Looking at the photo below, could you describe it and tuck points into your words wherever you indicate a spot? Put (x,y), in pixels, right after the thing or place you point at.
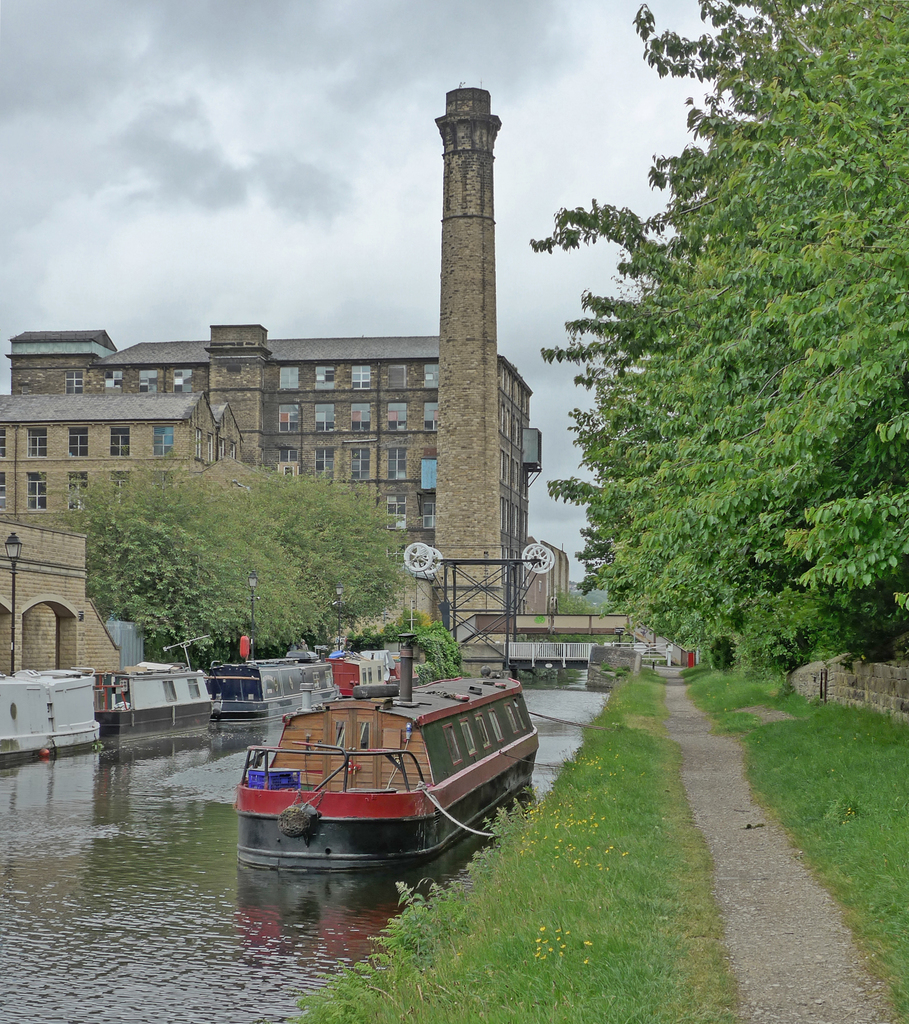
In this picture I can see there is a boat (411,805) moored on the water (163,875) and there is grass (630,969) and trees (93,584) and there are buildings (190,385) in the backdrop (77,378).
